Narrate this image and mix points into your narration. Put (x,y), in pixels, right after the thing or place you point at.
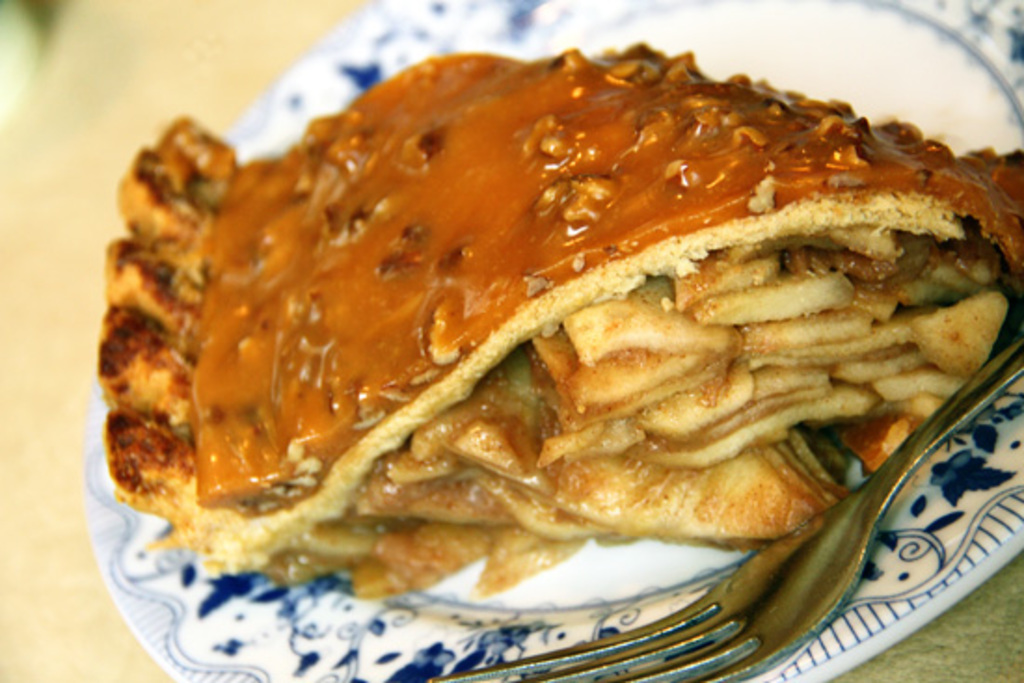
In this picture I can observe some food (632,217) placed in the plate (483,13). The food (571,191) is in brown color and the plate (284,617) is in white color. I can observe fork (790,564) on the right side (860,540).
